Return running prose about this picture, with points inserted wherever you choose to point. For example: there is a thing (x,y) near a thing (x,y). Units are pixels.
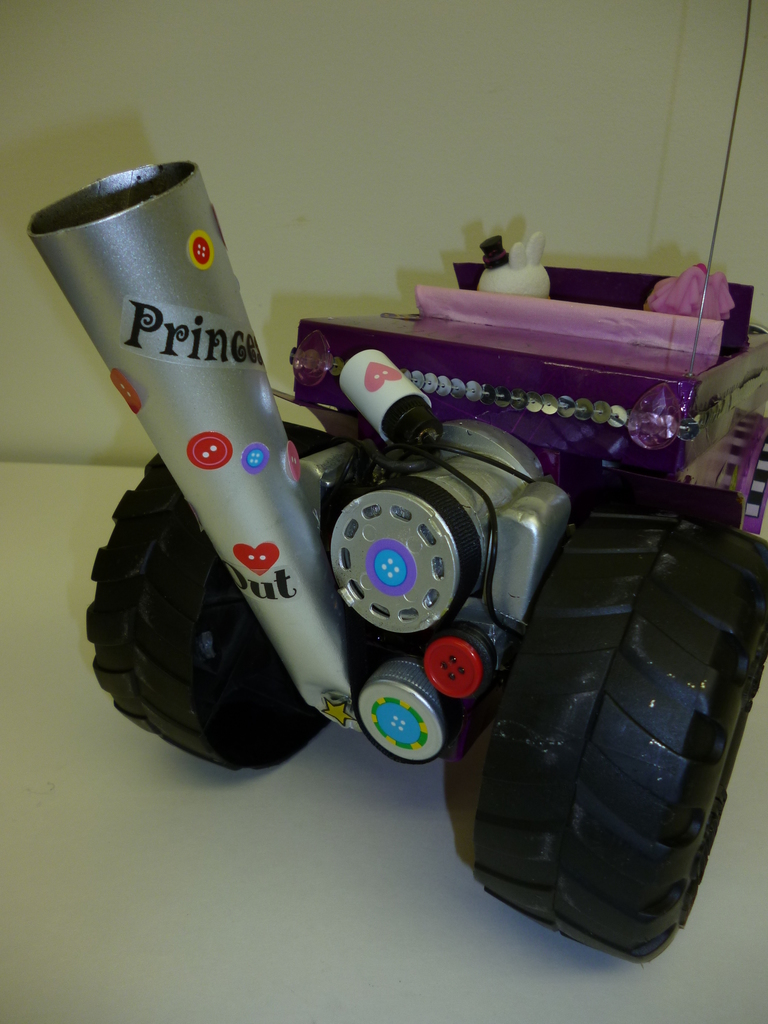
In this image we can see a toy (404,645) and some other objects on the white surface (240,864).
